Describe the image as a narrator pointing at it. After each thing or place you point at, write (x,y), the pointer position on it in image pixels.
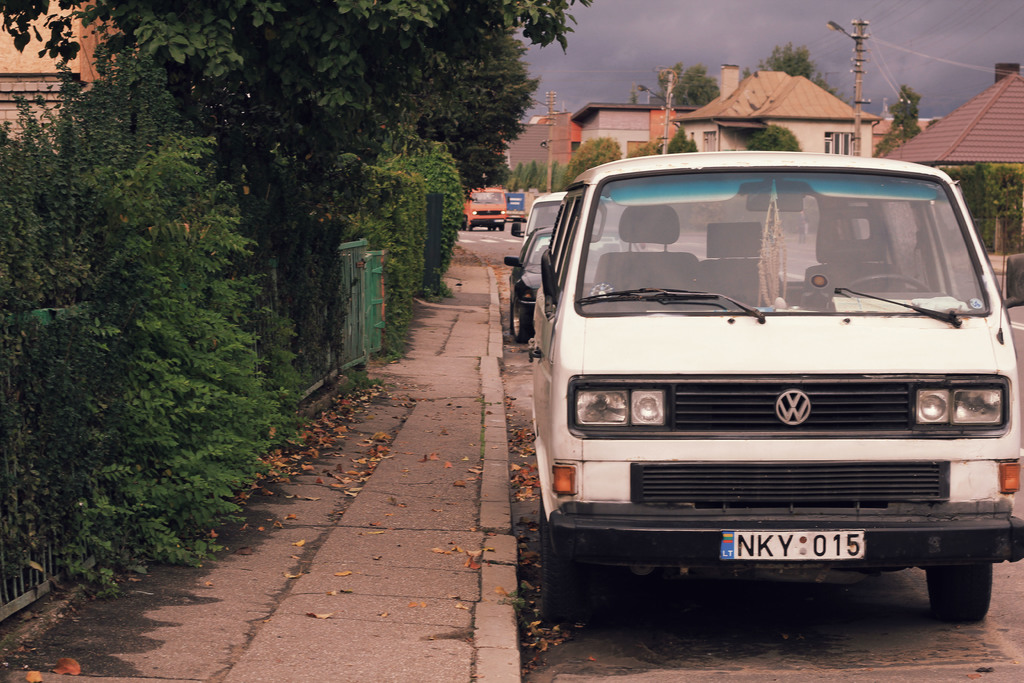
In this image I can see few vehicles (579,264), few buildings (1014,123), few poles (857,151), few street lights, the sky (662,51) and few trees (233,128). I can also see something is written over here.
